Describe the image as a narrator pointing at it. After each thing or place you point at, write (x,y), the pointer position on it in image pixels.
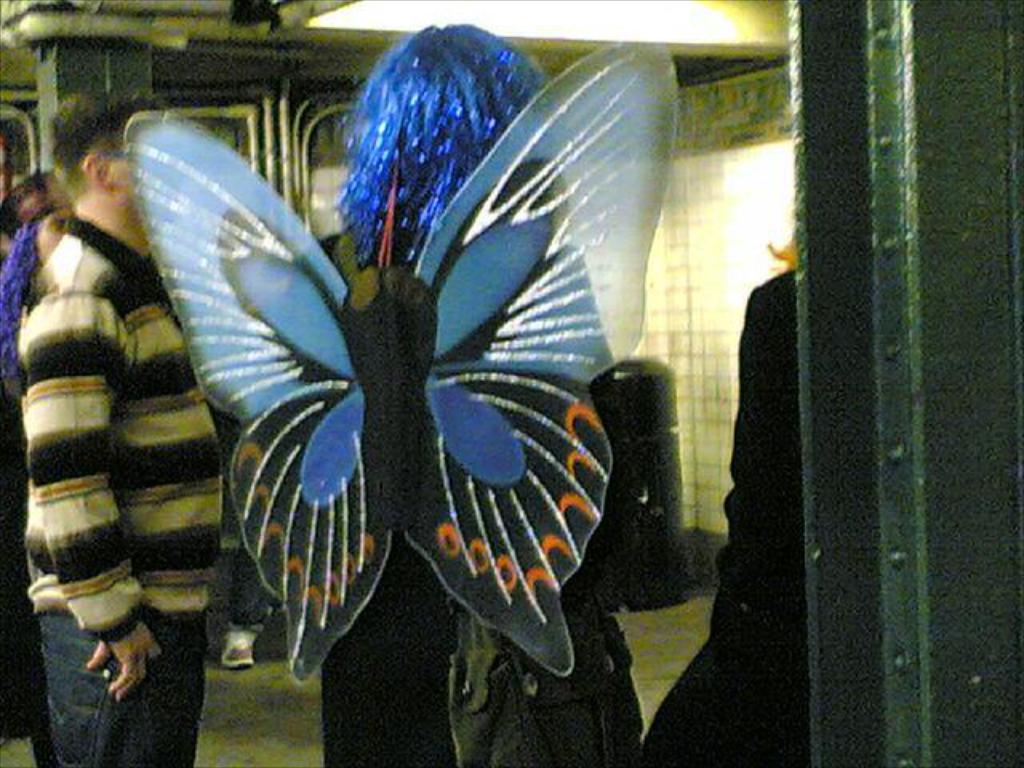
In the center of the image (384,261) we can see a person (558,628) wearing the bag (477,724) and also the fancy costume (331,398). We can also see the people (57,572) standing. We can see the wall (703,261), pillar (802,366).
